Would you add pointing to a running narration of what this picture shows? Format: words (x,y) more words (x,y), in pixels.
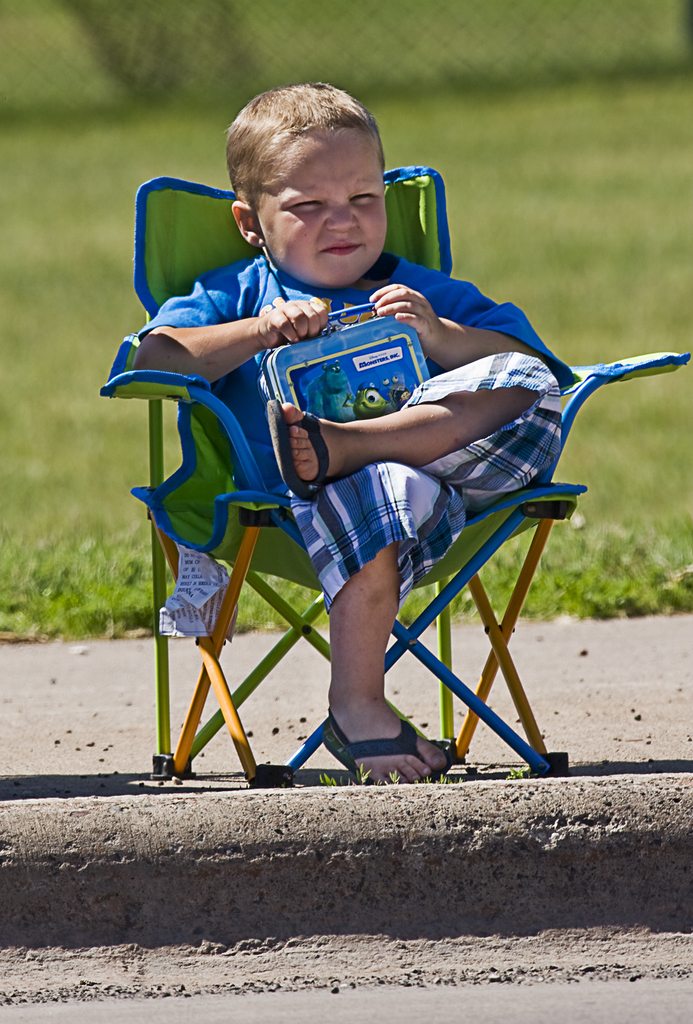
In the middle of the image (369,491) we can see a boy (342,450), he is sitting on the chair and he is holding a box (360,417), behind him we can see grass (542,275).
